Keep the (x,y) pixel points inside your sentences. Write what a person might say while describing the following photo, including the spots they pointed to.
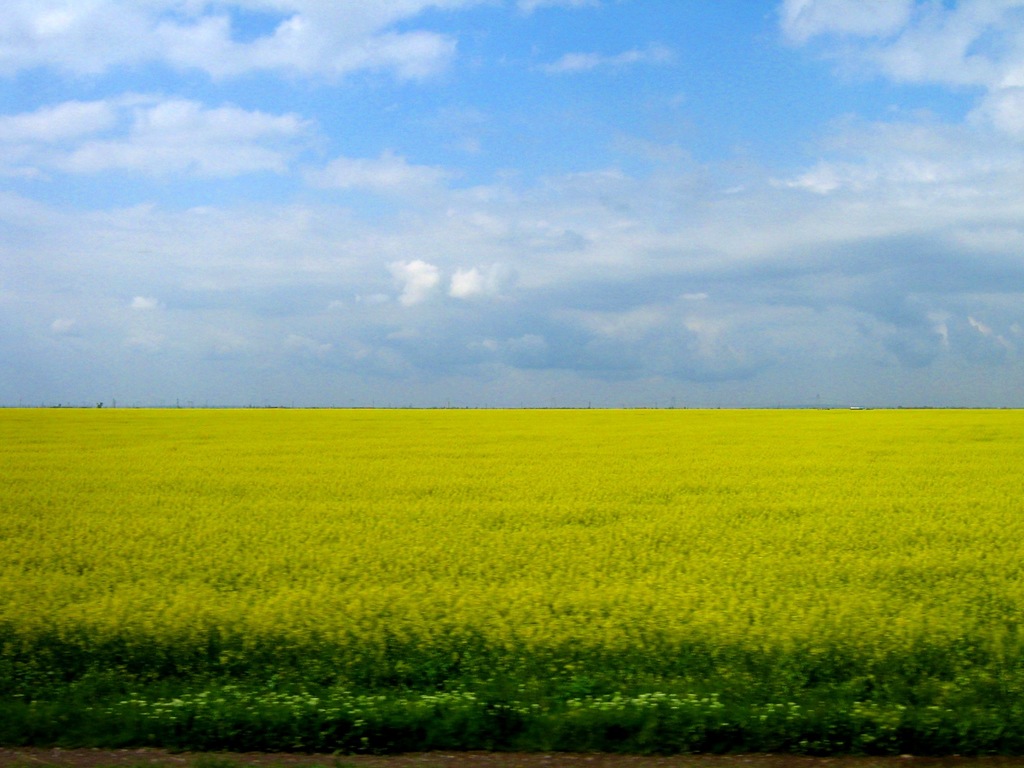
At the bottom of this image (360,539) there is a field (193,504). At the top of the image (469,156), I can see the sky (438,262) and clouds (425,286).
